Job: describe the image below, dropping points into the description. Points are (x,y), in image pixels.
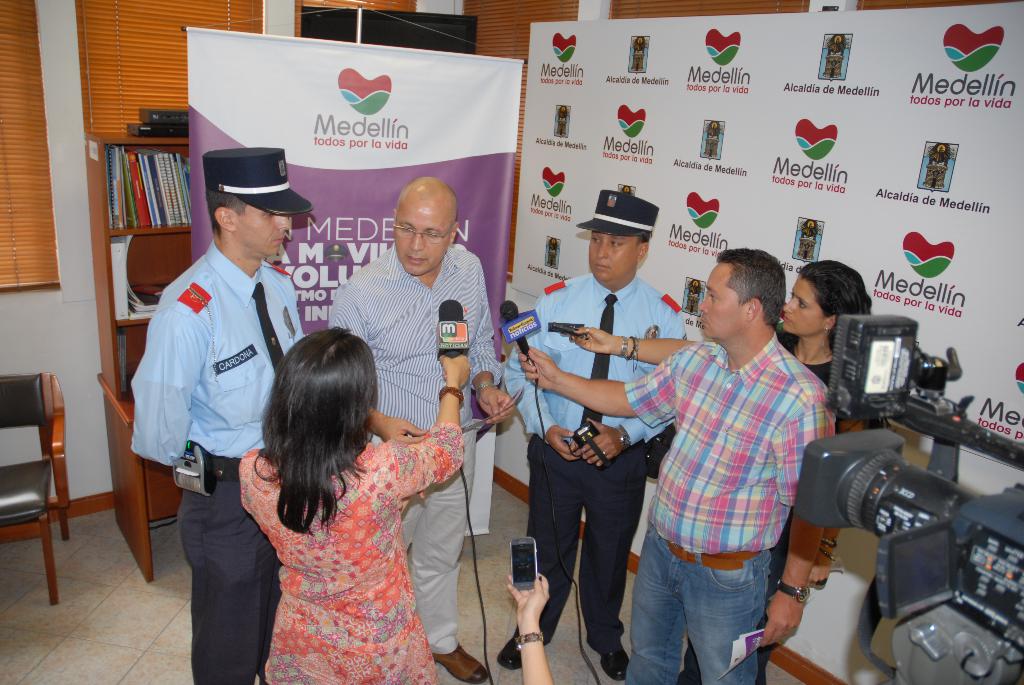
In this picture we can see six people (311,380), few people (311,380) are holding microphones (510,308), mobiles (513,575) in their hand (546,363), in front of them we can see a camera (842,455), in the background (585,195) we can find hoardings (455,140) and books (154,192).
